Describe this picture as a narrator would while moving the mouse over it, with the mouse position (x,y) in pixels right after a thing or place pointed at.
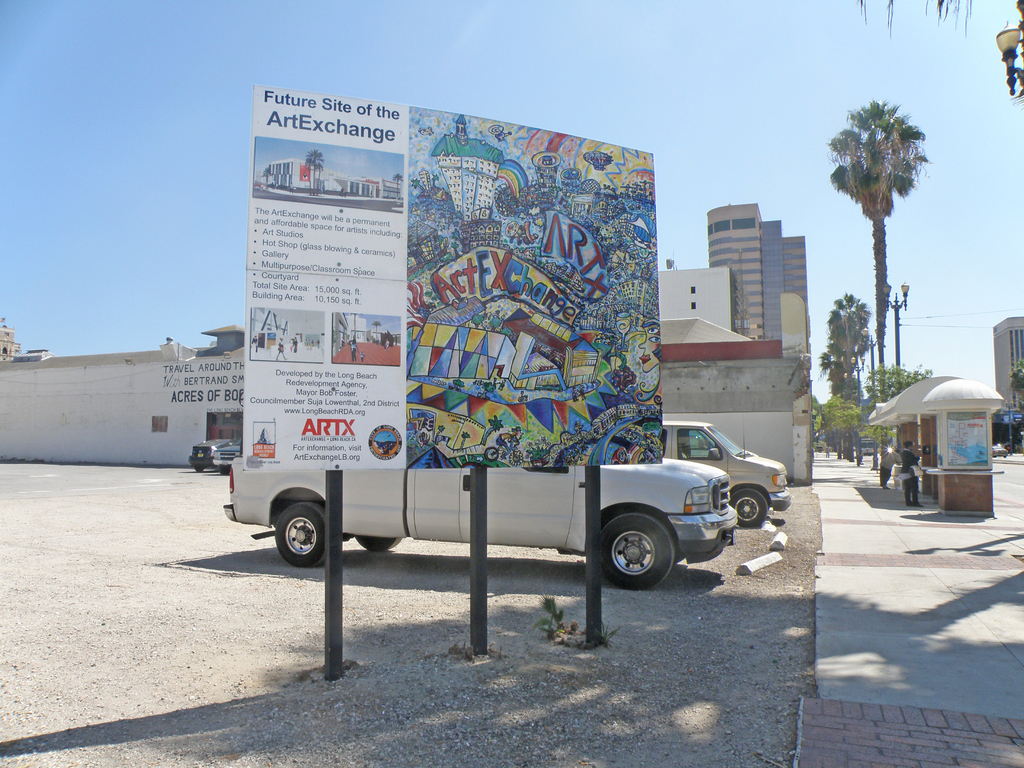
In the foreground (531,385) I can see a board (562,443), pillars (592,542), vehicles (602,533) on the road (498,566) and two persons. In the background (112,424) I can see buildings (797,372), trees (841,397), light poles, wires (903,325) and the sky (778,87). This image is taken may be during a day.
